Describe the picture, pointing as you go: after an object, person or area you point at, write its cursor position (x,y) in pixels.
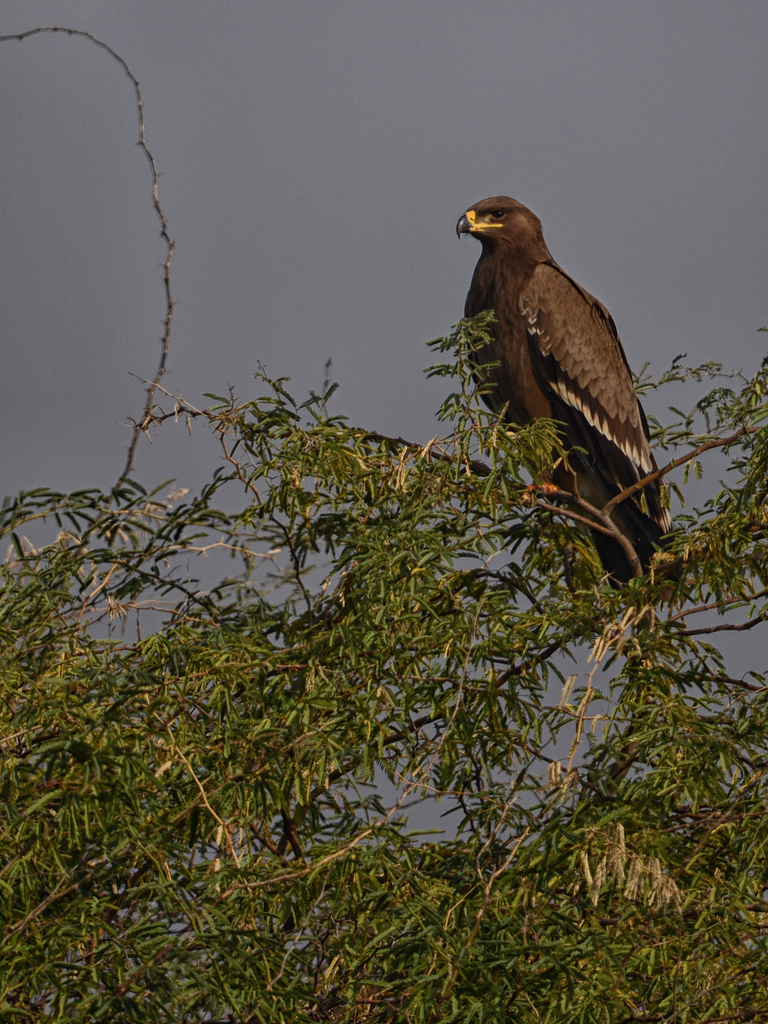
In this image, we can see a bird (544,472) on the tree (380,907). At the top (256,150), there is sky (328,121).
